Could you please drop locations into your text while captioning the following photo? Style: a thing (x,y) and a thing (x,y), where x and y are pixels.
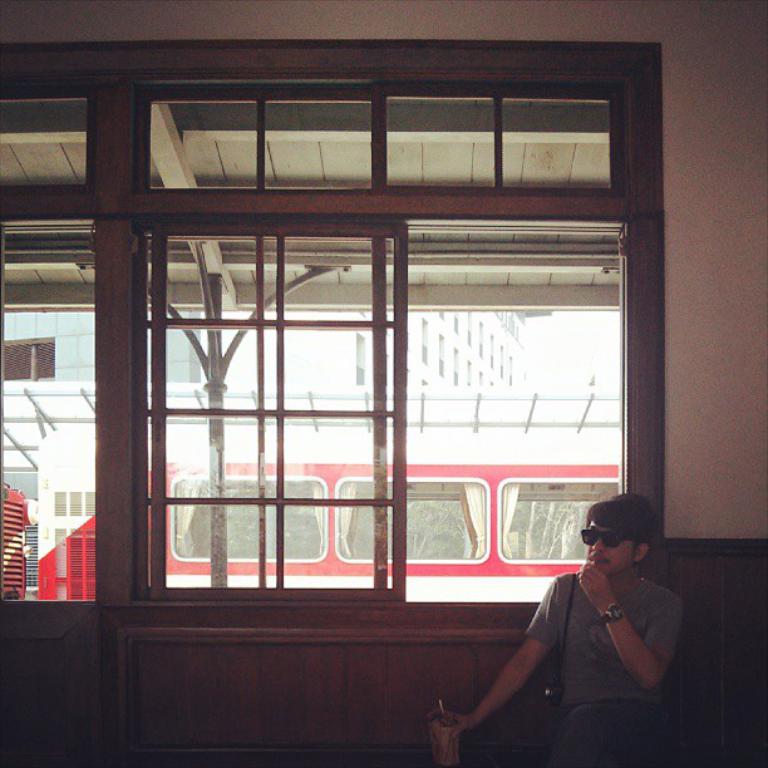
In this image we can see this person (627,698) wearing a T-shirt (612,684), glasses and wrist watch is holding a cup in hands (455,730) and sitting here. In the background (548,524), we can see the glass windows (282,514) through which we can see a train (571,544) and a building (429,353).
